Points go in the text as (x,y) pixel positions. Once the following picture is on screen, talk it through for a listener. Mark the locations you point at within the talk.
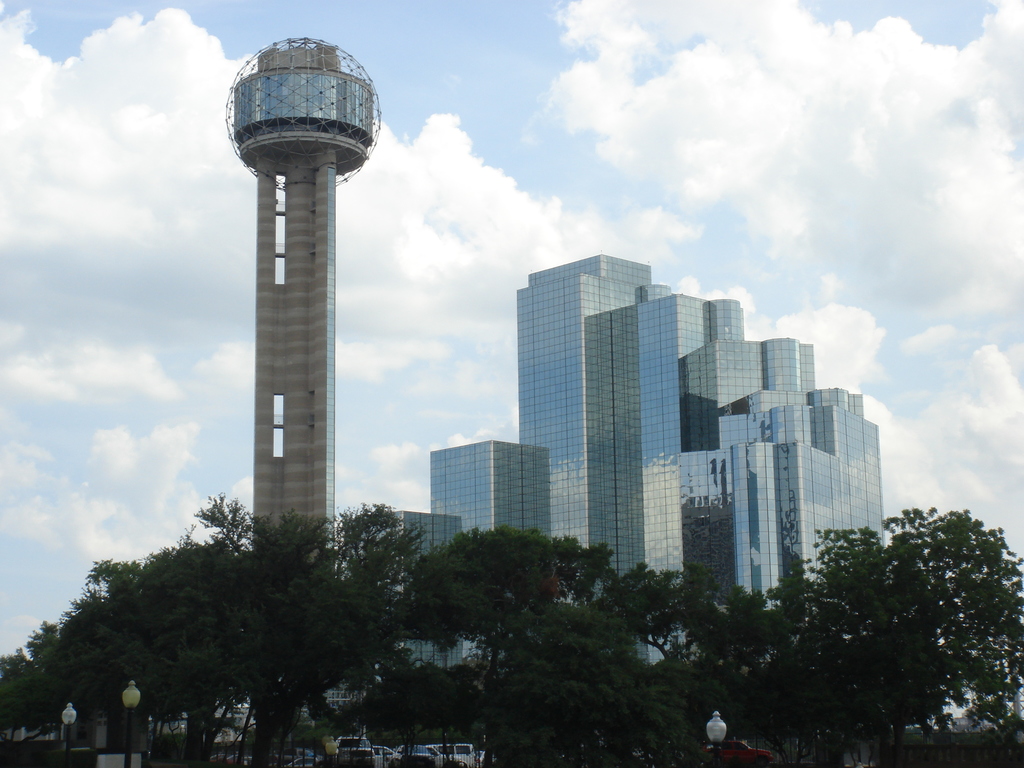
These are buildings (650,420) and trees (562,662), this is sky (511,165).
